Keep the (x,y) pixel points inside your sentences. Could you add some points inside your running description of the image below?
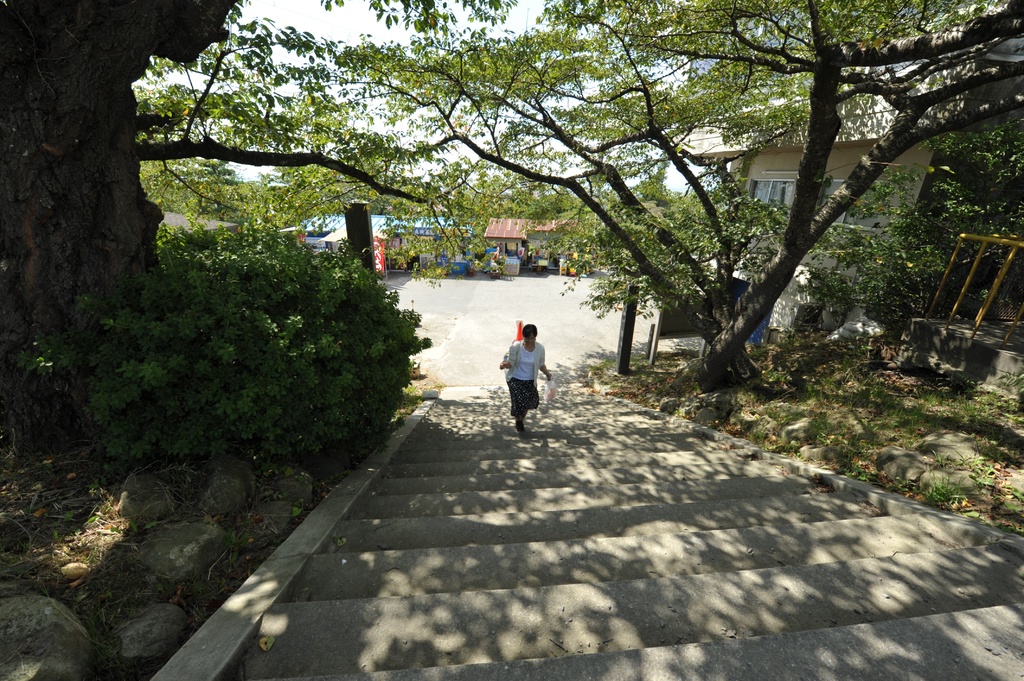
In this picture there is a woman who is standing on the stairs (505,429). On the left (143,181) we can see the trees (3,231), plants (268,338), stones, grass (96,471) and leaves (108,416). In the background (549,245) we can see shops (498,249), vehicles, boards (425,231) and other objects (558,256). In front of the shop (523,247) there is a road (448,317). At the top (524,9) there is a sky (514,18). On the right (740,111) we can see the building (908,155), fencing (961,233) and trees (727,176).
